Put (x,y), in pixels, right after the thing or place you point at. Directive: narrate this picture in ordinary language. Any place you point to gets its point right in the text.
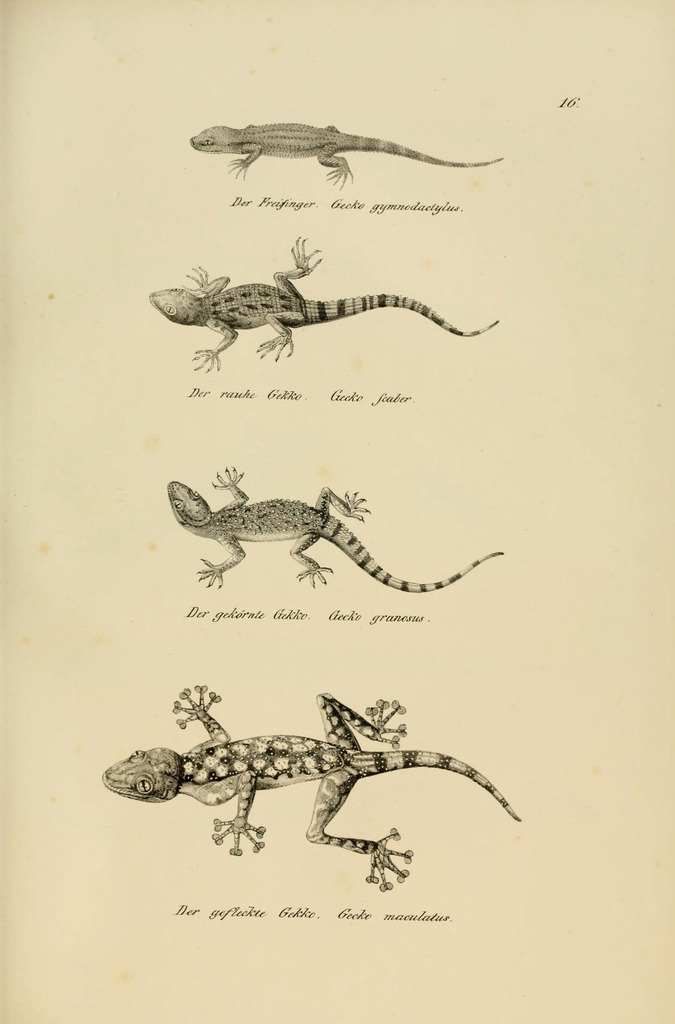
In this picture, we see few reptiles (370,557) and we see text (290,204) under each reptile (240,131).
